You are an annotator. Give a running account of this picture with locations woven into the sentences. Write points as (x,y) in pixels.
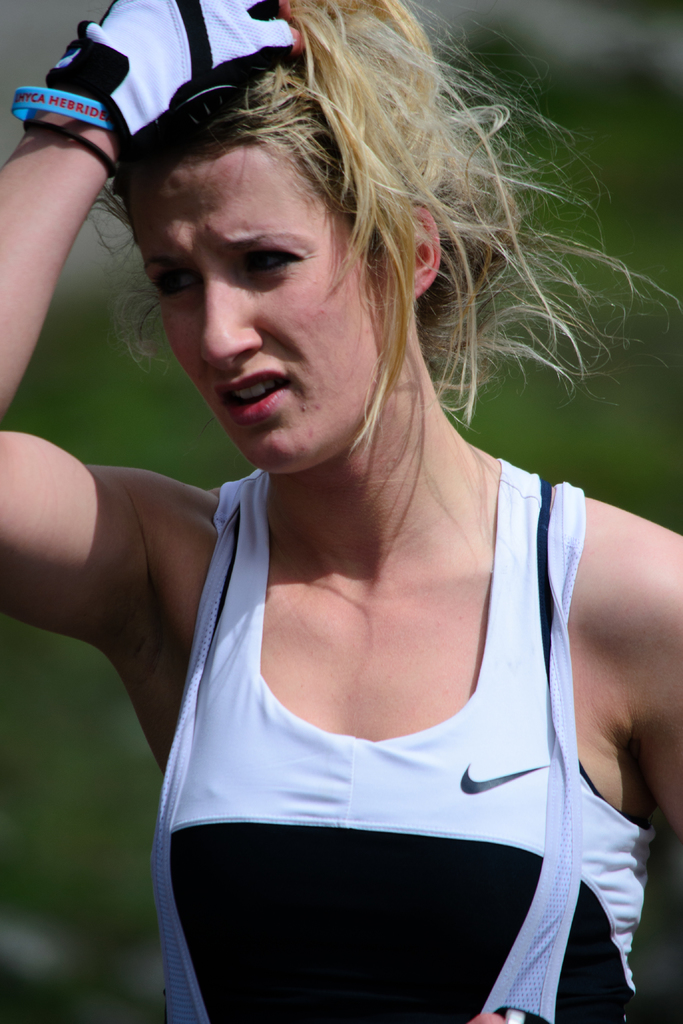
In this picture, there is a woman (274,747) wearing a white and black top (405,785).
